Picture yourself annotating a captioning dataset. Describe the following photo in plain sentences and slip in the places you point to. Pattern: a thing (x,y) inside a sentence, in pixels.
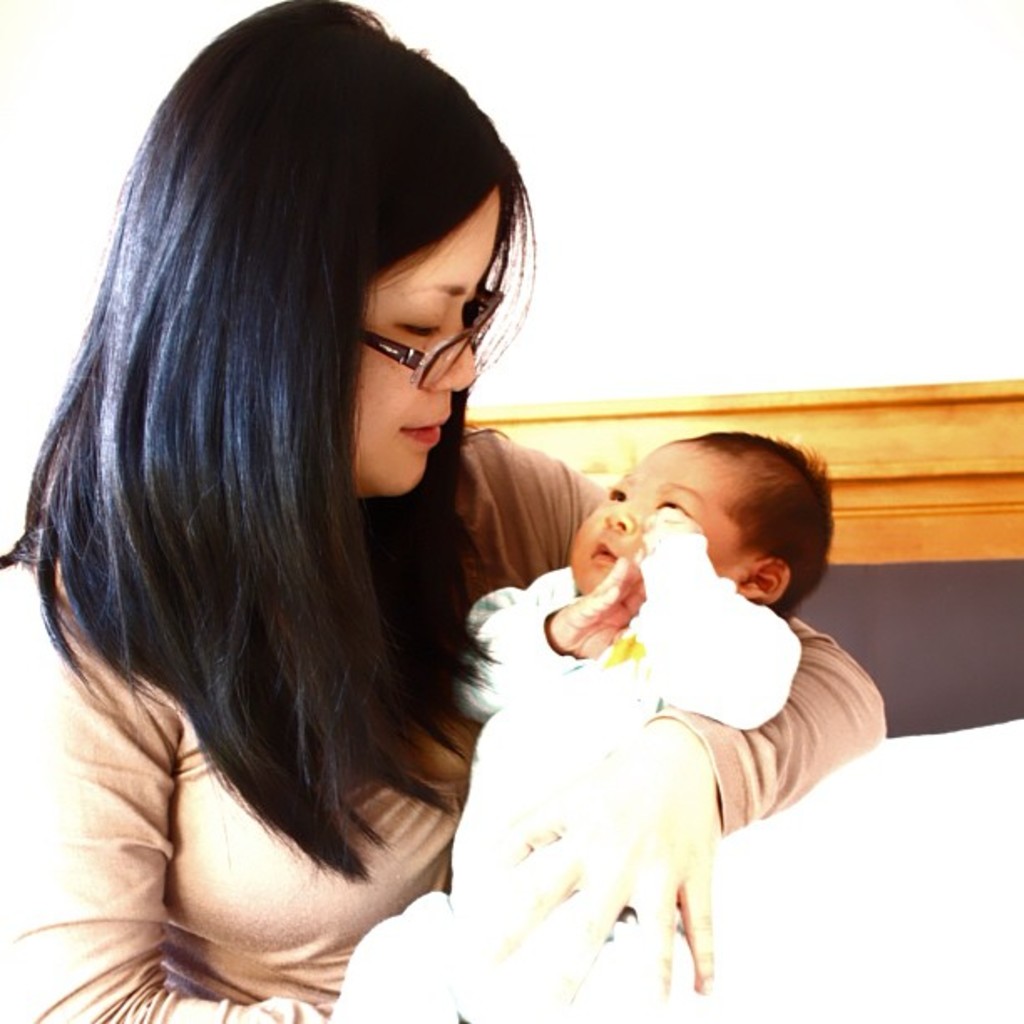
In the foreground of this image (324,583), there is a woman (262,664) carrying a baby (579,764). Behind her, there is a wooden object (914,455) and the white surface (770,169).
